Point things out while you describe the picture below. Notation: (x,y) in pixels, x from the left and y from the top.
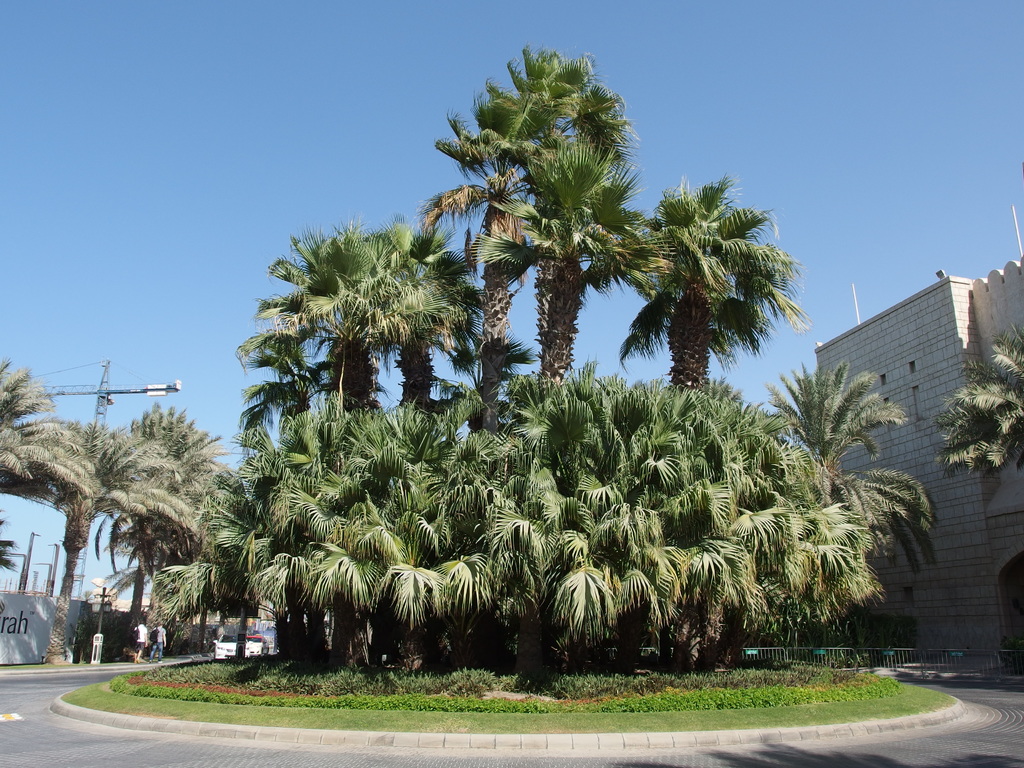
In this image in the center (462,486) there is grass (404,721) on the ground (541,687) and there are trees (501,563). On the left side (168,543) there are persons (144,646) walking and there are trees (66,558), there is a wall (48,605) and there are towers (32,543) and there are cars (256,652). On the right side (996,438) there is a fence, there is a tree (971,449), and there is a building (926,450).
